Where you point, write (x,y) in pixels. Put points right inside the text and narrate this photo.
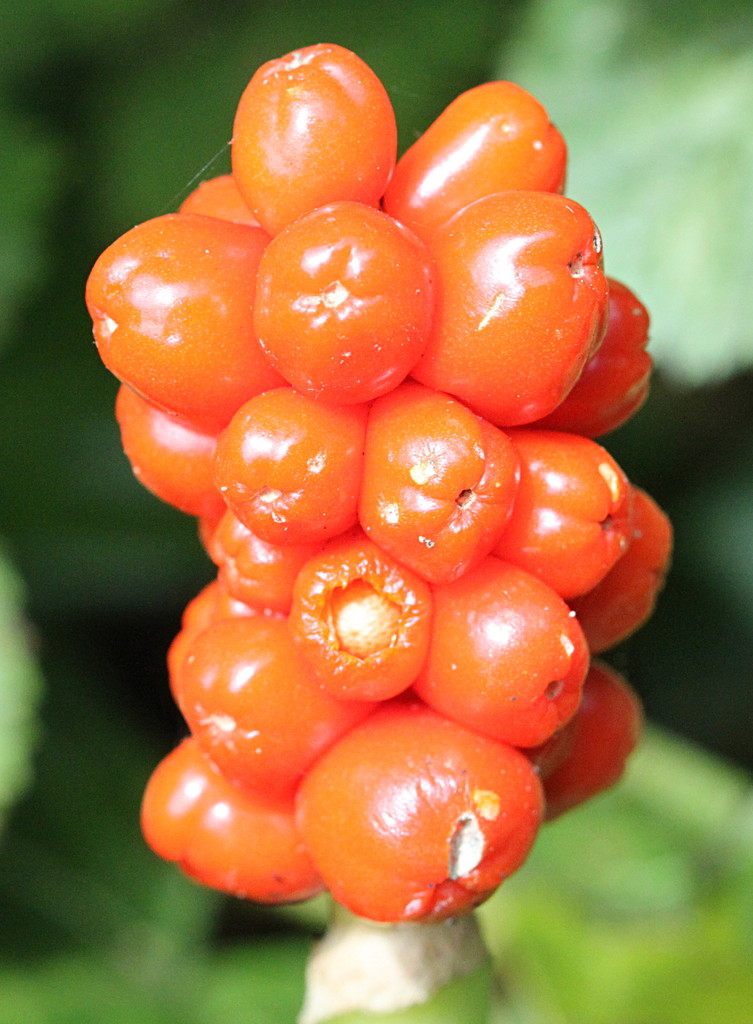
In the middle of this image (452,636), there are orange color fruits (306,168) of a plant (396,845). And the background (675,685) is blurred.
